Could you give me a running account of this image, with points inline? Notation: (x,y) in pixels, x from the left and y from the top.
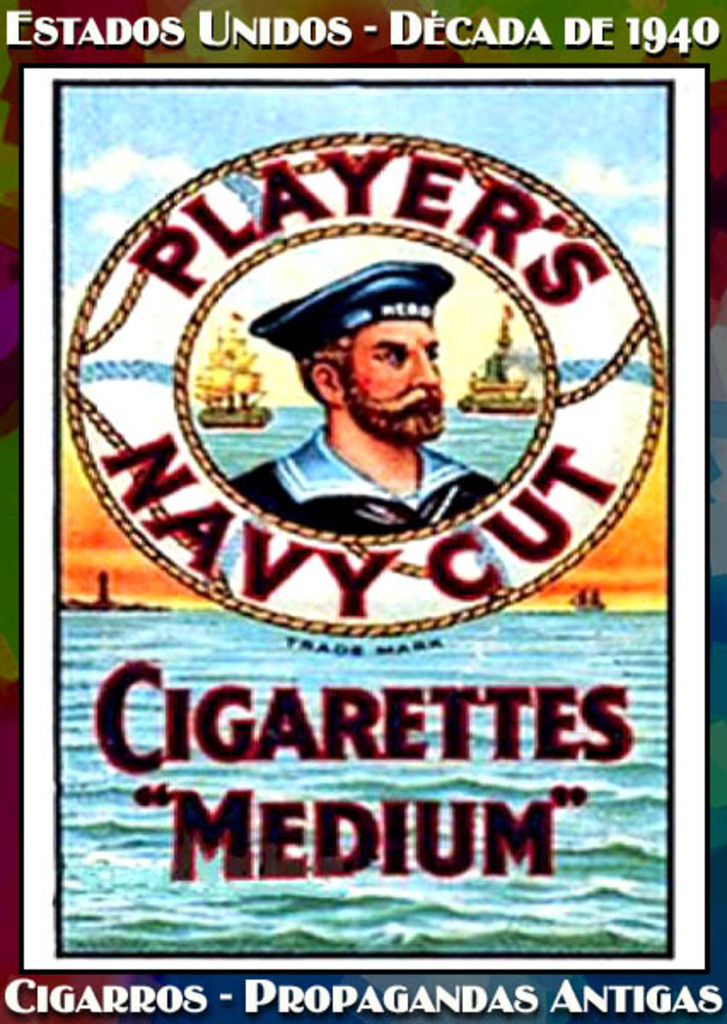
This is an edited image. In the center of the image (358,413) there is a depiction of a person (349,530). There is text (119,985) in the image. There is water (209,944).
